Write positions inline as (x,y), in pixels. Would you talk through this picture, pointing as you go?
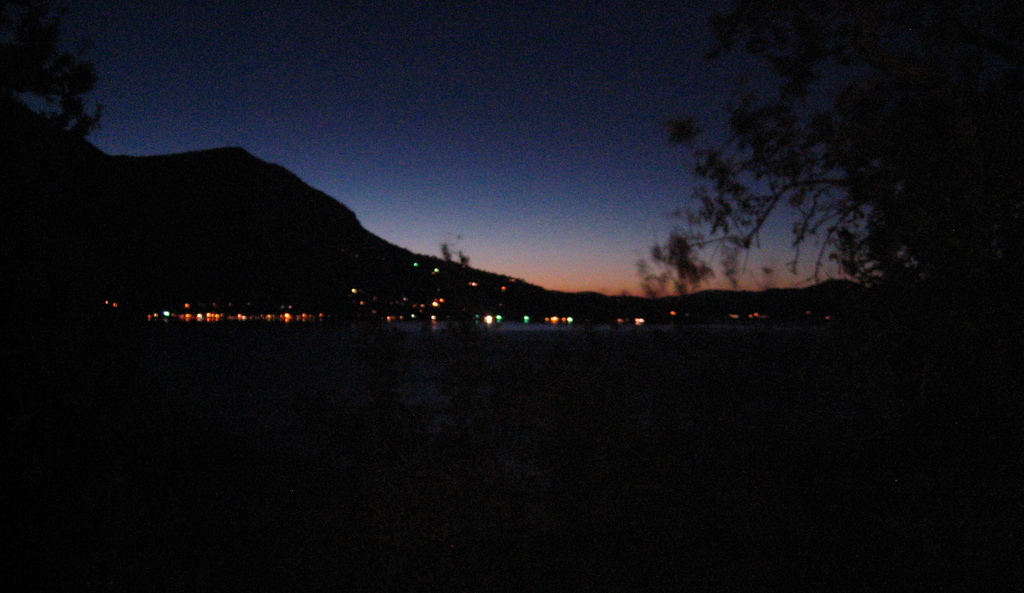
In this image in the background (294,321) there are lights (241,319). On the right side (874,206) there is a tree (913,172). On the left side (38,65) there are leaves (72,94).
